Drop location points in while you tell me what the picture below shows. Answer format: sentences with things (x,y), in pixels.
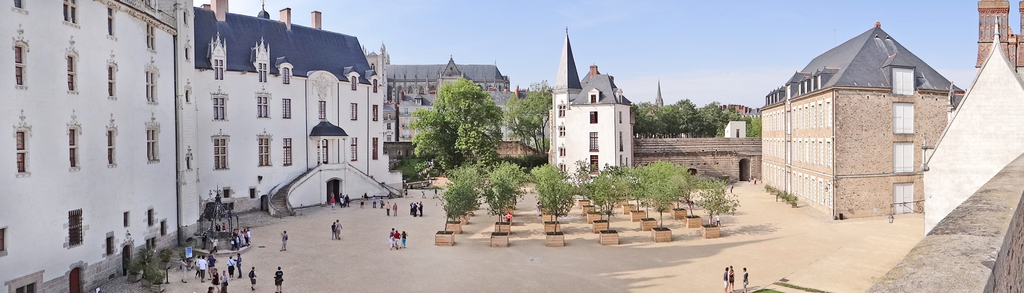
In this image there are buildings (565,132), trees (489,165), plants (146,263), well (210,223), boards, people (238,261), lights (888,218), sky (721,11), steps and objects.
